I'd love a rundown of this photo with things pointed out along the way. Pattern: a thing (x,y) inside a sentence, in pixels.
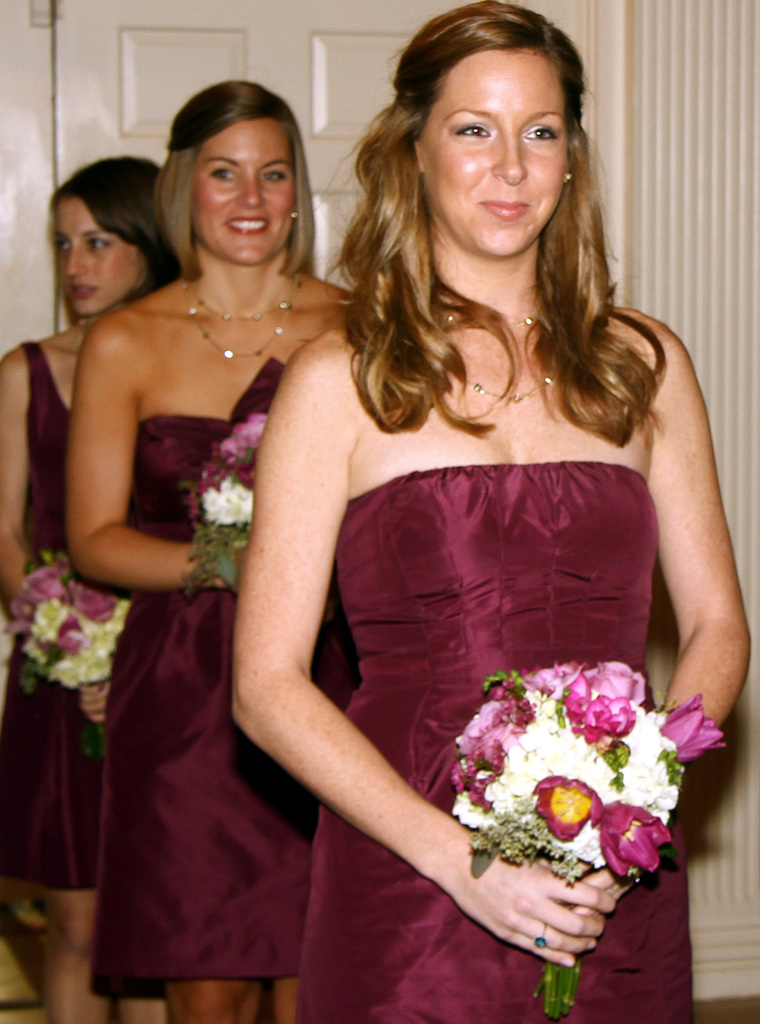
In the center of the image (412,576) we can see ladies (134,721) standing and holding bouquets (43,607) in their hands (483,903). In the background (105,27) there is a door (92,34).
